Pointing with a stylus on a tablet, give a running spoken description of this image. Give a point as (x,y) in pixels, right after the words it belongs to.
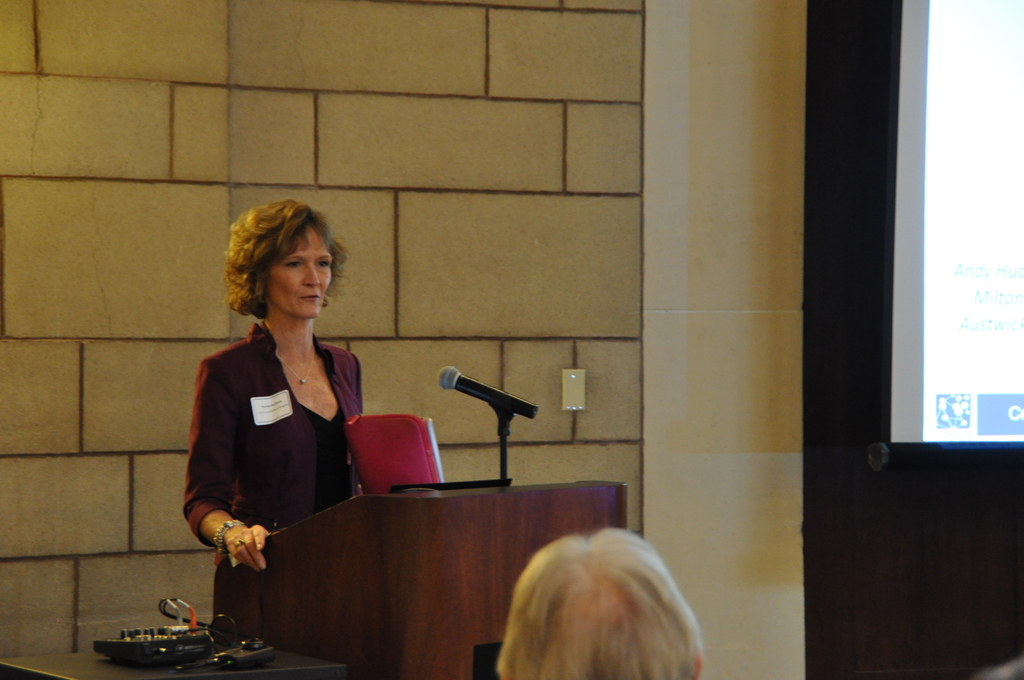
In this image there is one woman (276,351) who is standing on the left side (315,463), in front of her there is one podium (417,574) and one mike (451,387) is there. And on the left side of the woman (262,504) there is one table (282,667) and on the table (103,664) there is one system (176,637), and on the right side of the image (968,389) there is one screen (950,271) and in the middle of the image (647,259) there is one wall (488,151) and in the middle of the image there is one person (593,593).
